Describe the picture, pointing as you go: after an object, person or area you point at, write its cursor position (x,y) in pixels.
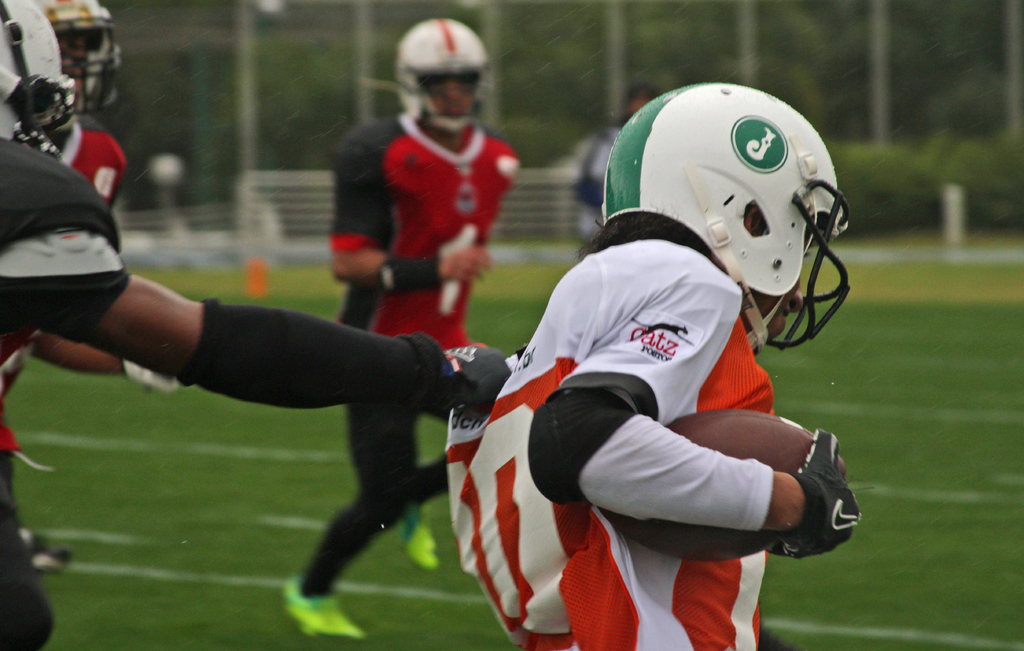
In this image a person (671,407) wearing a sports dress (720,486) is holding a ball (706,553). He is wearing helmet (752,199). Left side (14,190) there is a person (12,145) is holding the shirt (549,357) of a person (587,419). Middle of image (403,283) there is a person (415,403) running on the grassland (436,547). He is wearing helmet (459,120). There are few persons (703,310) on the grassland (908,371). Behind them there is a fence (504,226). Right side (893,152) there are few plants (902,143), behind there are few trees (918,61).
